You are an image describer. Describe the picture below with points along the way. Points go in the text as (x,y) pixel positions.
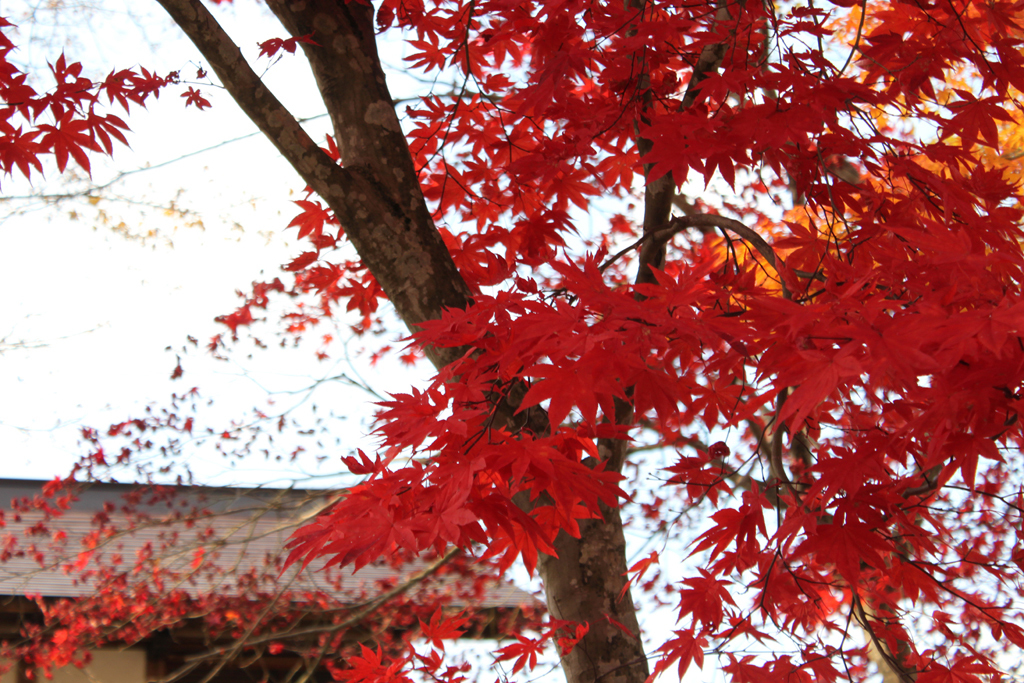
In the image we can see a tree (548,483). Behind the tree (573,484) there is sky (213,471). In the bottom left side of the image (22,514) there is a building (215,496).
